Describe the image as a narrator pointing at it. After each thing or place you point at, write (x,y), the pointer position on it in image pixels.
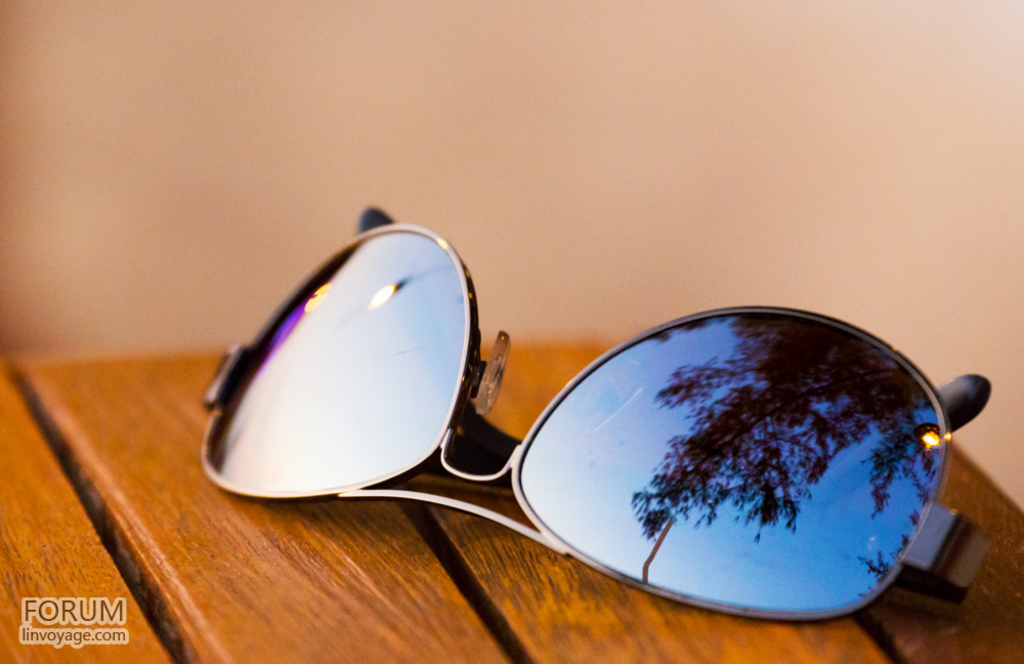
In the foreground of the picture (406,579) there is a table (471,608), on the table (138,520) there are goggles (547,426). The background (967,122) is blurred.
